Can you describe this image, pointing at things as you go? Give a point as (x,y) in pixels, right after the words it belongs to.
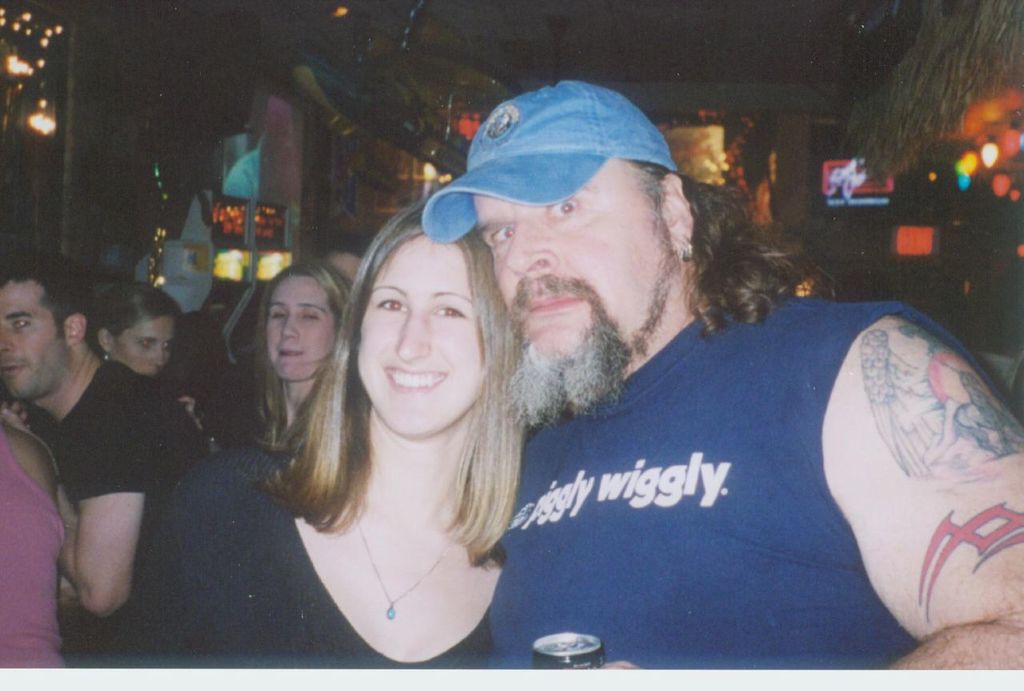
On the right side of the image (860,418) we can see a man (722,432) is standing and holding a tin (568,653) and wearing a cap (588,161). In the center of the image (424,291) we can see a lady (441,506) is standing and smiling. In the background of the image (34,546) we can see a group of people (340,261), lights (1010,107), wall (786,191), boards (839,190). At the top of the image (692,63) we can see the roof (700,54).
